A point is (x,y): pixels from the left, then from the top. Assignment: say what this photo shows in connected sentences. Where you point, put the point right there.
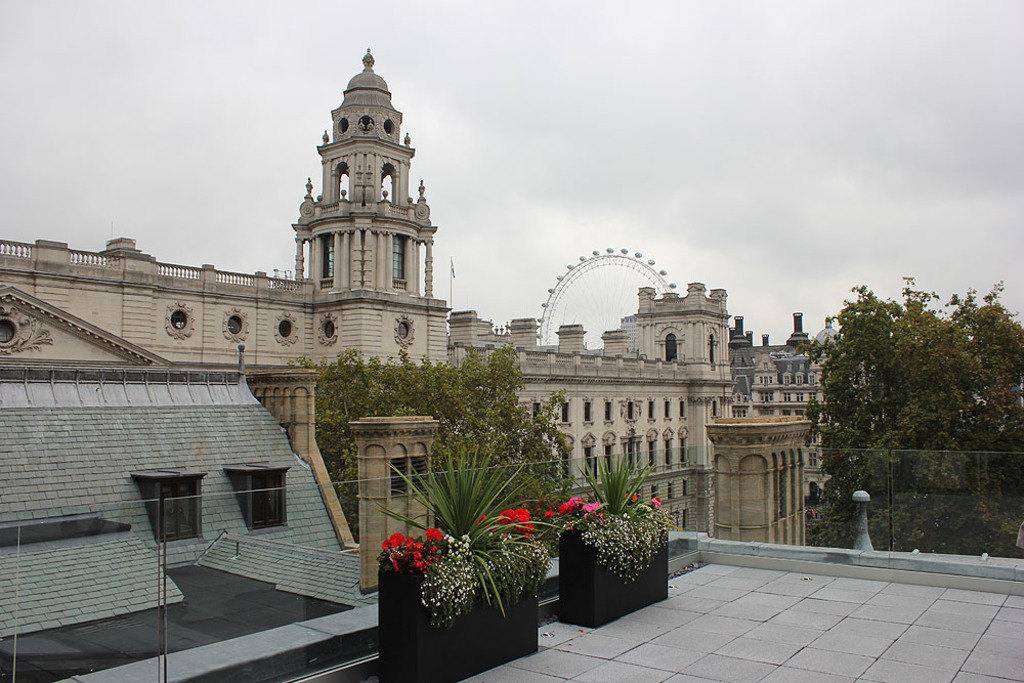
In this image there are buildings (372,452) and trees (881,423), in front of the building (651,410) there are flowers (424,601) and plants (513,562), in the background of the image (624,303) there is a giant wheel (572,269).
